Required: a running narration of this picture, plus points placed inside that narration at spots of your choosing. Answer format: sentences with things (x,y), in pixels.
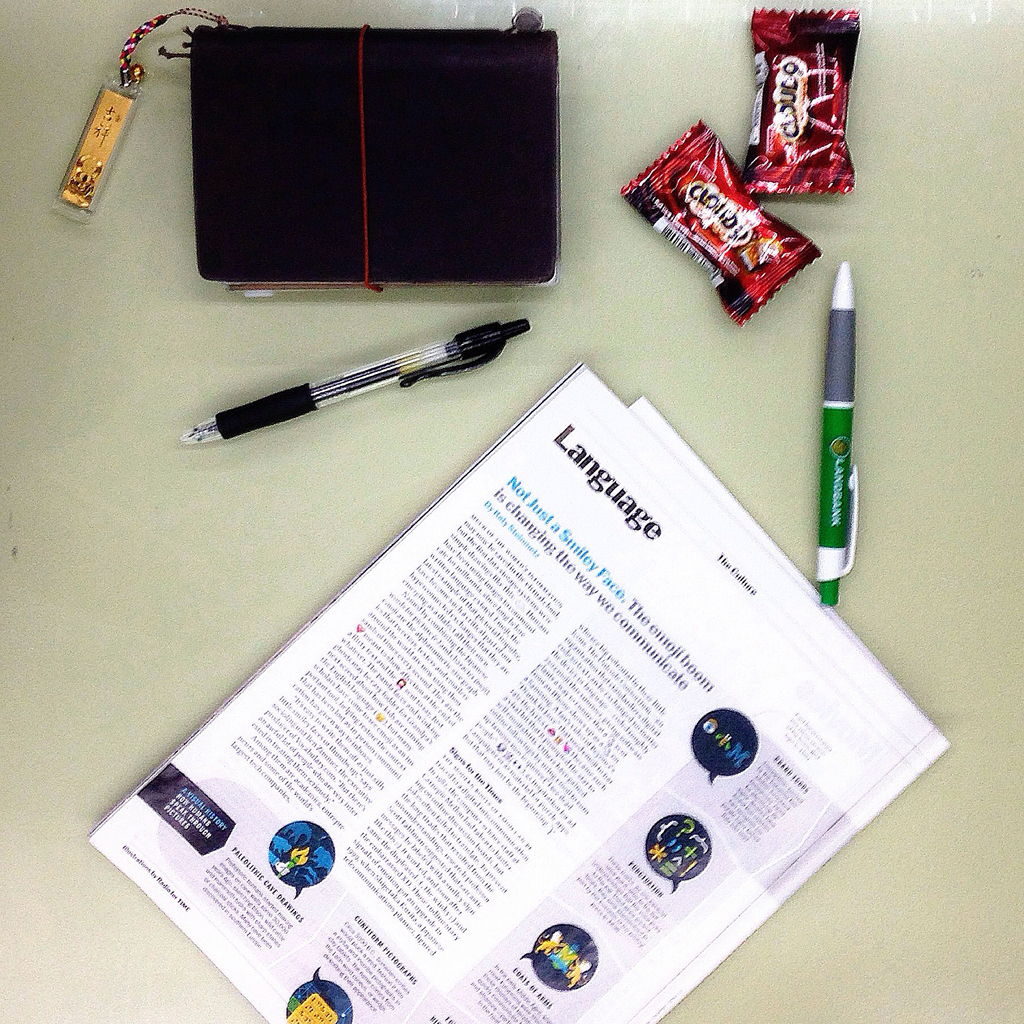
This image consists of a table (225,374) on which there are chocolates (730,281) pens (839,536) and a notebook (443,235), along with papers (380,814).
